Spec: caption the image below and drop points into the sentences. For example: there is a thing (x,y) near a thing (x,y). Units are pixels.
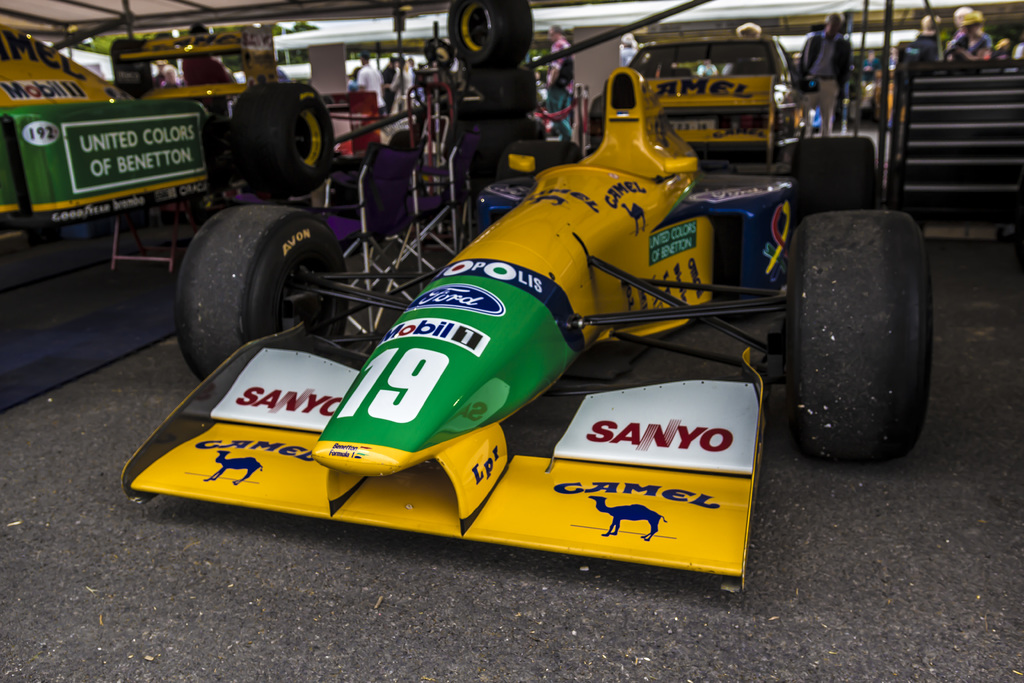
In this image there are a few vehicles (633,227), behind the vehicles (684,53) there are a few people (915,43) walking. On the right side of the image (947,98) there are stairs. In the background (580,61) there is a building (327,48) and trees (275,28).
